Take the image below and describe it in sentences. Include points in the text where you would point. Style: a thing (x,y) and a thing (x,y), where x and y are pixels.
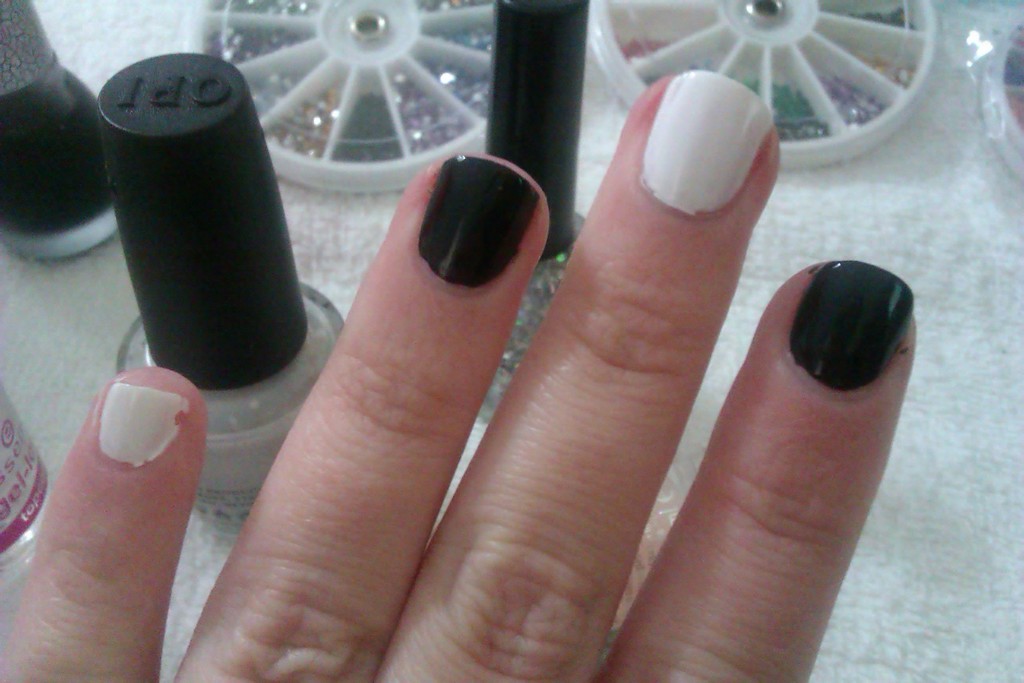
In the image we can see some fingers (698,283). Behind the fingers (702,302) we can see some nail polish bottles (54,70). Behind them there are some objects (872,8) on a table (947,681).
